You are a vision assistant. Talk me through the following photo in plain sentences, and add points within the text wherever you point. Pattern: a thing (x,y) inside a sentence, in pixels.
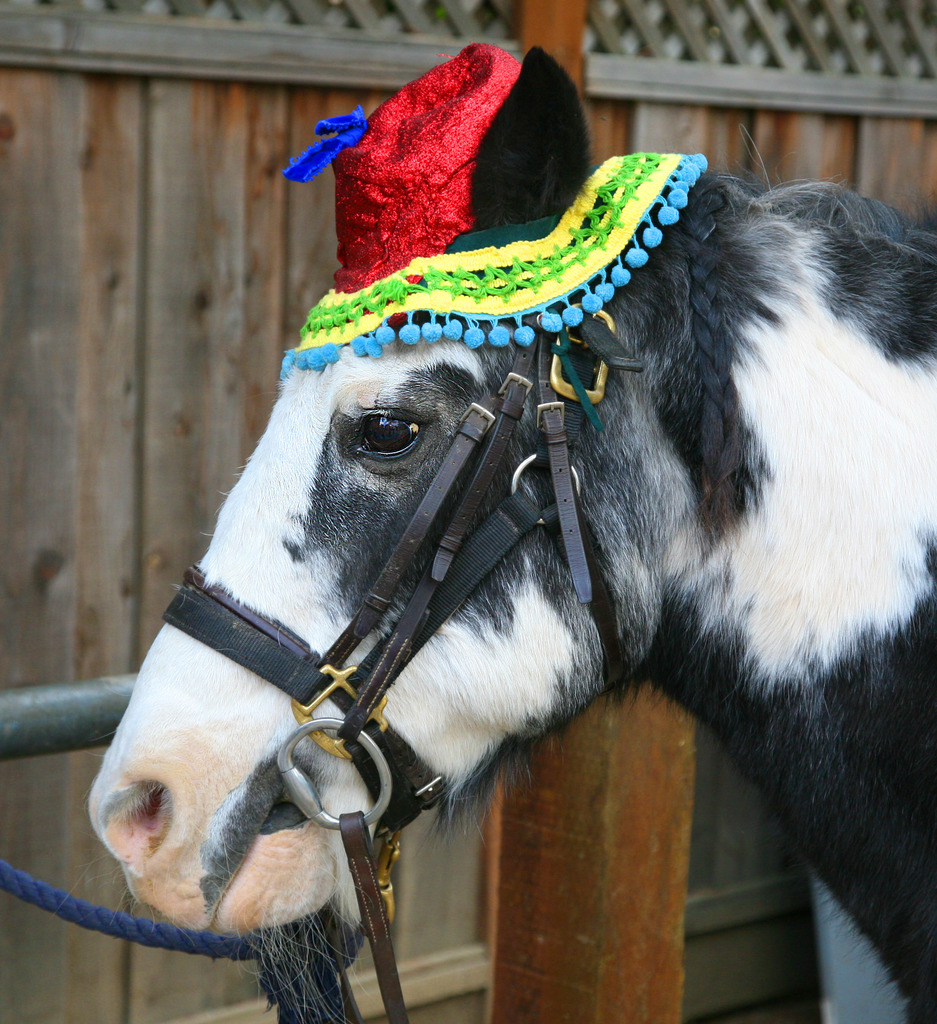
In the center of the image (472,618) we can see a horse (722,584) and there is a hat (429,325) on it. In the background (171,347) there is a fence (234,143).
